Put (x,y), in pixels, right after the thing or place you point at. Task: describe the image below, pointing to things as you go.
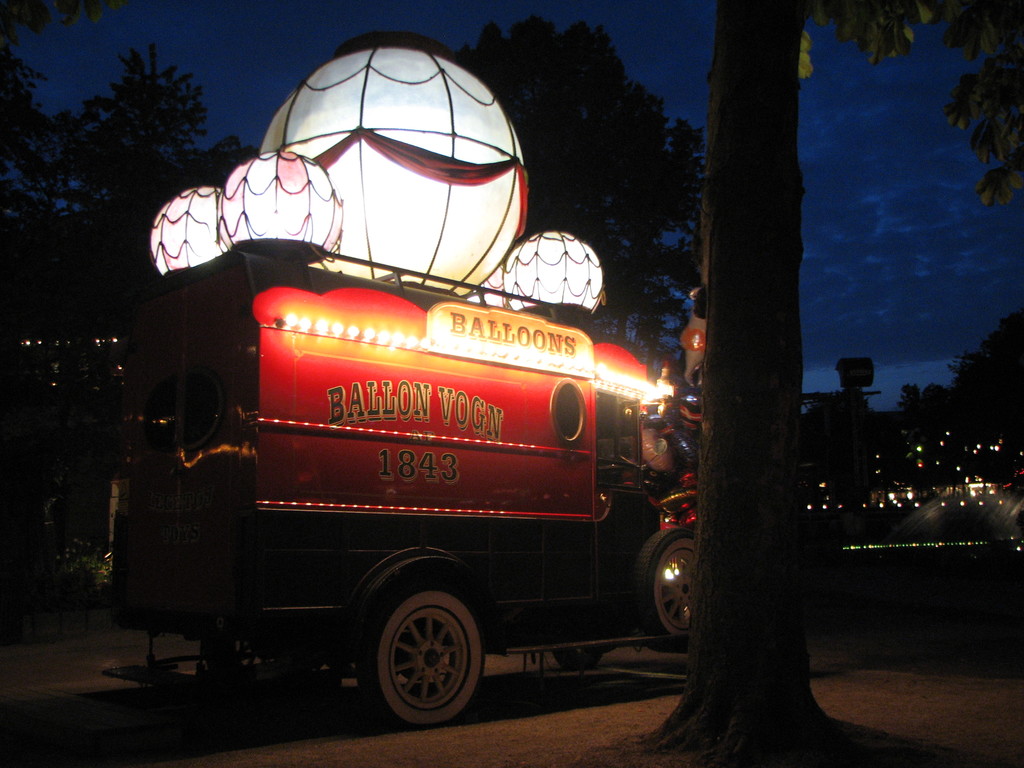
In this image we can see there is a vehicle (413,547) on the road (255,752). On the top of a vehicle (380,284) there are balloons (383,200), beside the vehicle (607,522) there is a tree (859,11).
